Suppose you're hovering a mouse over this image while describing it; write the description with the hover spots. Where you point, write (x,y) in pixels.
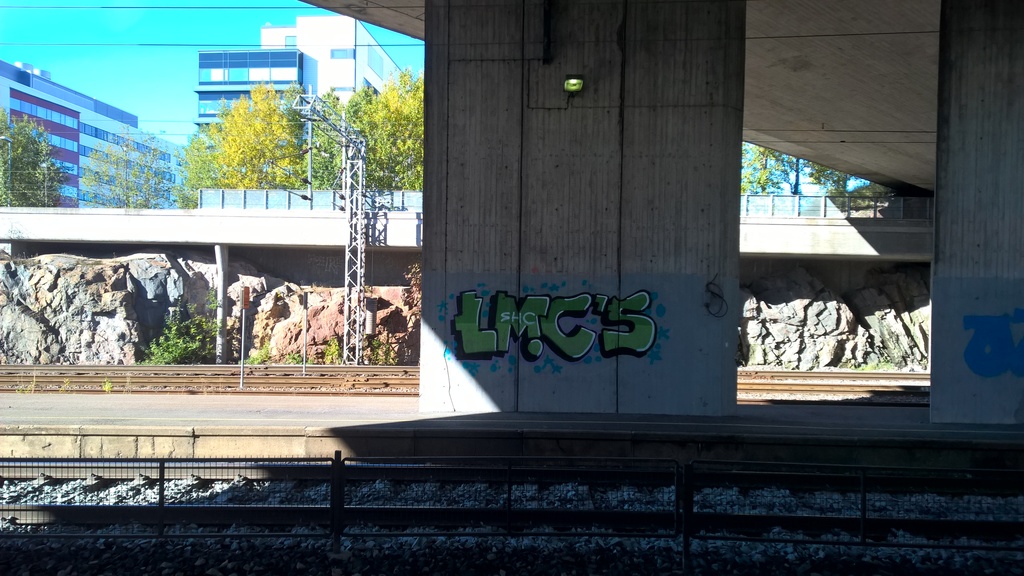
In this picture we can see the painting (579,317) on the pillars (648,217). At the top of the image (779,10), it looks like a bridge (770,20). At the bottom of the image (274,510), there is a railway track (473,510) and railing (513,514). Behind the pillars (735,372), there are plants (182,338), poles (226,330), railway tracks (295,368), truss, a bridge (234,224) and rocks (264,292). On the left side of the image (129,149), there are trees (290,120), buildings (130,118), cables (120,9) and the sky (138,74).
